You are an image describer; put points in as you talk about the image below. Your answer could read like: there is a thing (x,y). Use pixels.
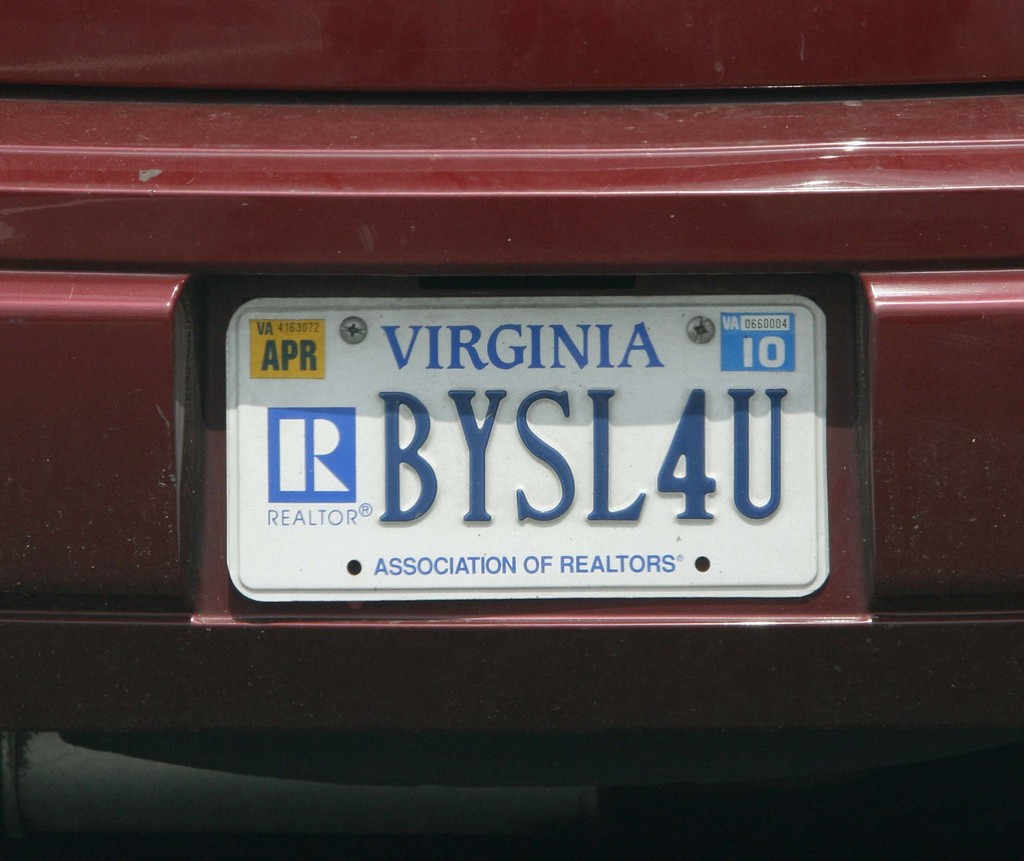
White board (564,393) is on the red vehicle (971,463). Something written on this white board (514,468).
